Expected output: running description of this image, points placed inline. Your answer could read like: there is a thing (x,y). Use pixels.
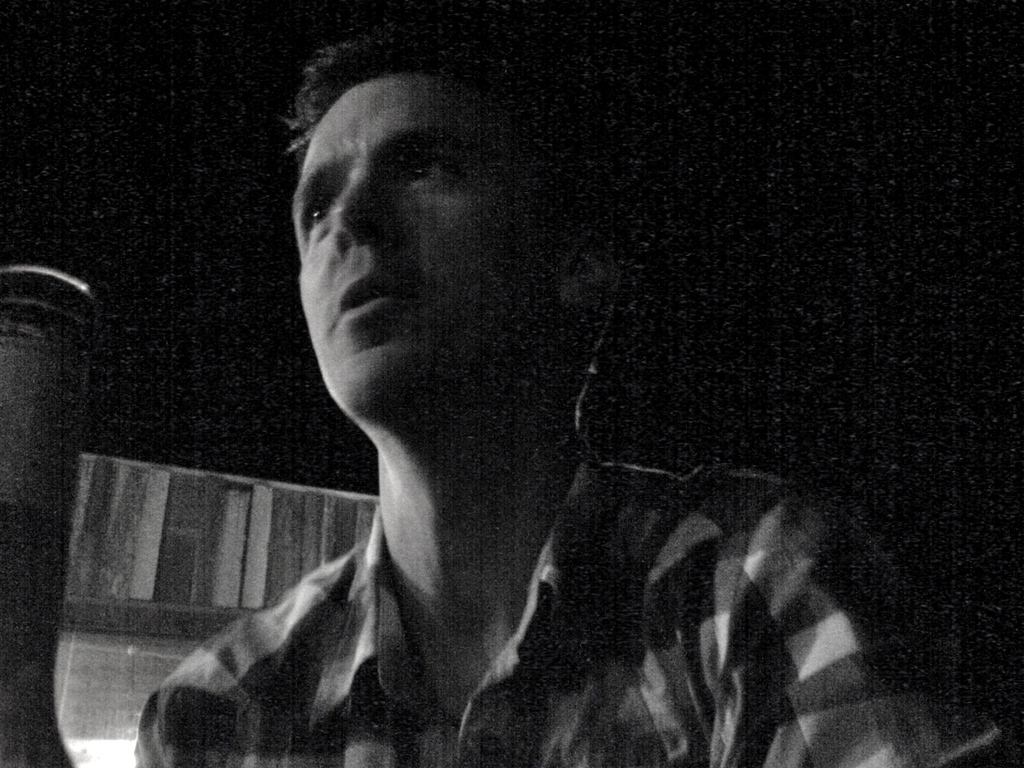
In this picture there is a man (809,667) and a glass (27,370). At the back (208,567) it looks like a wooden wall (148,626) and there is a black background (956,435).
